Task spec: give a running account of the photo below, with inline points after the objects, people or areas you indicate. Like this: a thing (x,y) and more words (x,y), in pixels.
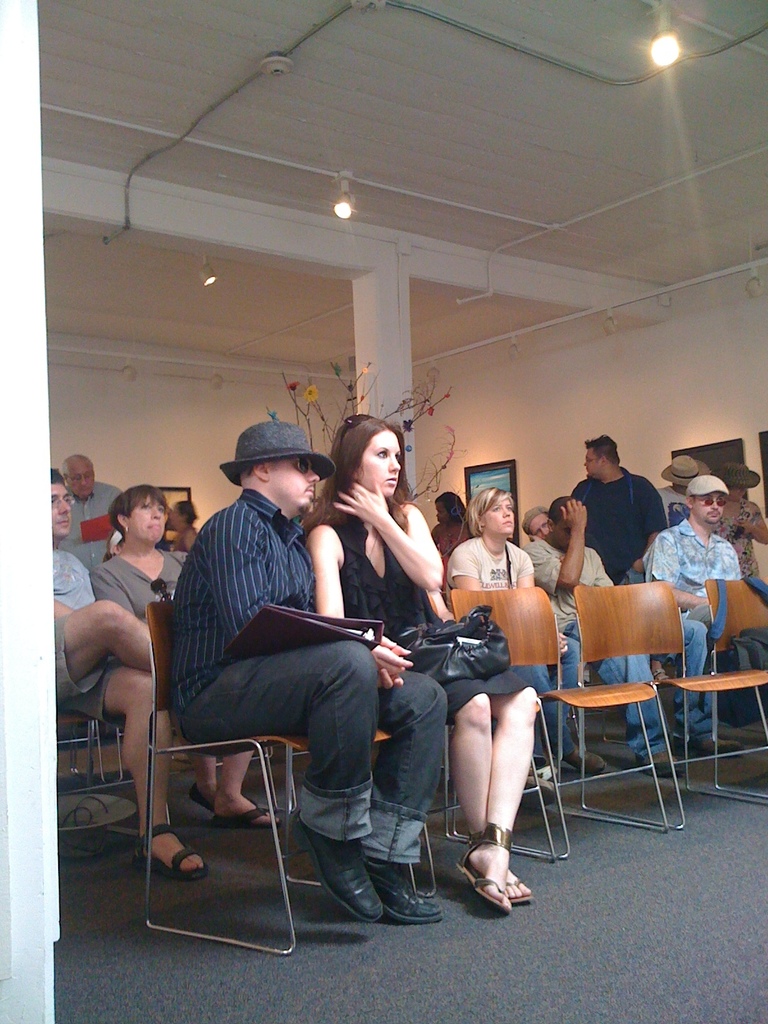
In this image there are group of people (212,549) who are sitting on a chair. On the top (356,154) there is ceiling (610,109) and lights (663,49) and on the right side (584,344) and left side (146,417) there is wall (532,360) and in the middle (385,369) there is one pole (372,404) and on the wall (526,473) there are some photo frames (506,473) and on the pole (380,383) there is one plant (309,394).
